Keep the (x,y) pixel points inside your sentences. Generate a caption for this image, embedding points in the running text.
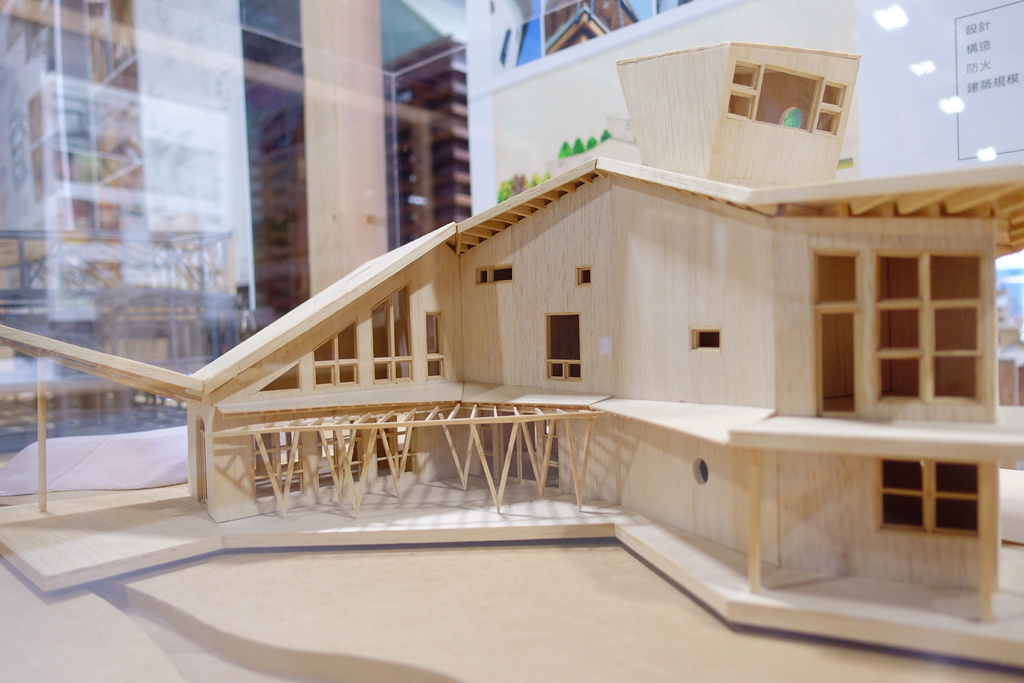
In this image, I can see a scale model building (376,539) on an object (464,641). In the background (423,111), I can see a glass door (143,268) and a board (908,106).
